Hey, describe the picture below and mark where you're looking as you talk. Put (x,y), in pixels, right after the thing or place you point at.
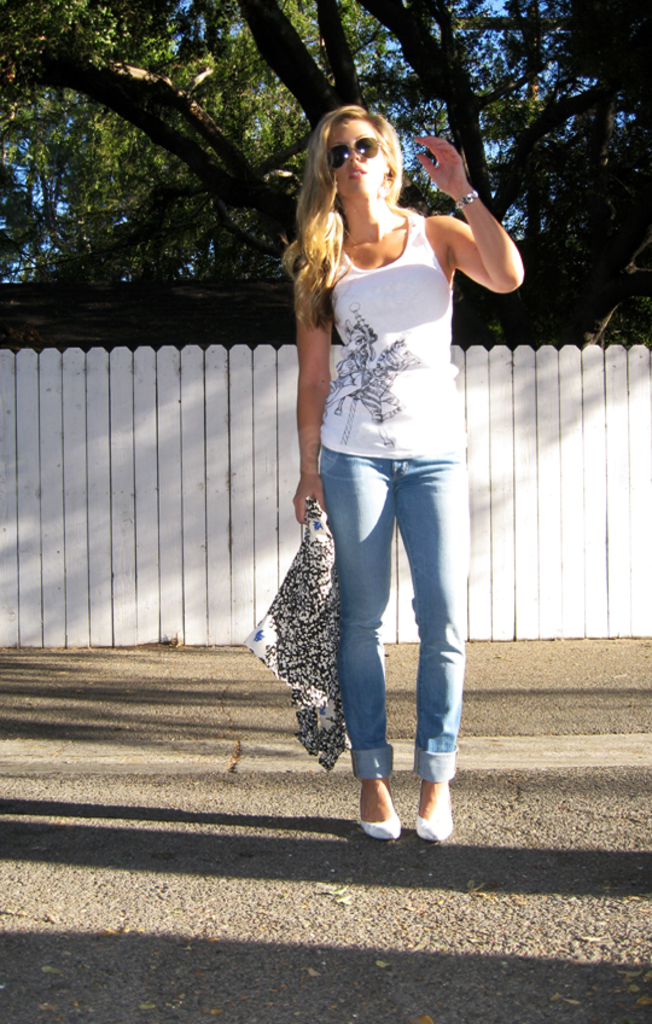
In the center of the picture (351,514) there is a woman (352,417) on the road (334,782). In the background (138,421) there is railing (523,407), behind the railing (523,419) there are trees (250,148). It is sunny.
